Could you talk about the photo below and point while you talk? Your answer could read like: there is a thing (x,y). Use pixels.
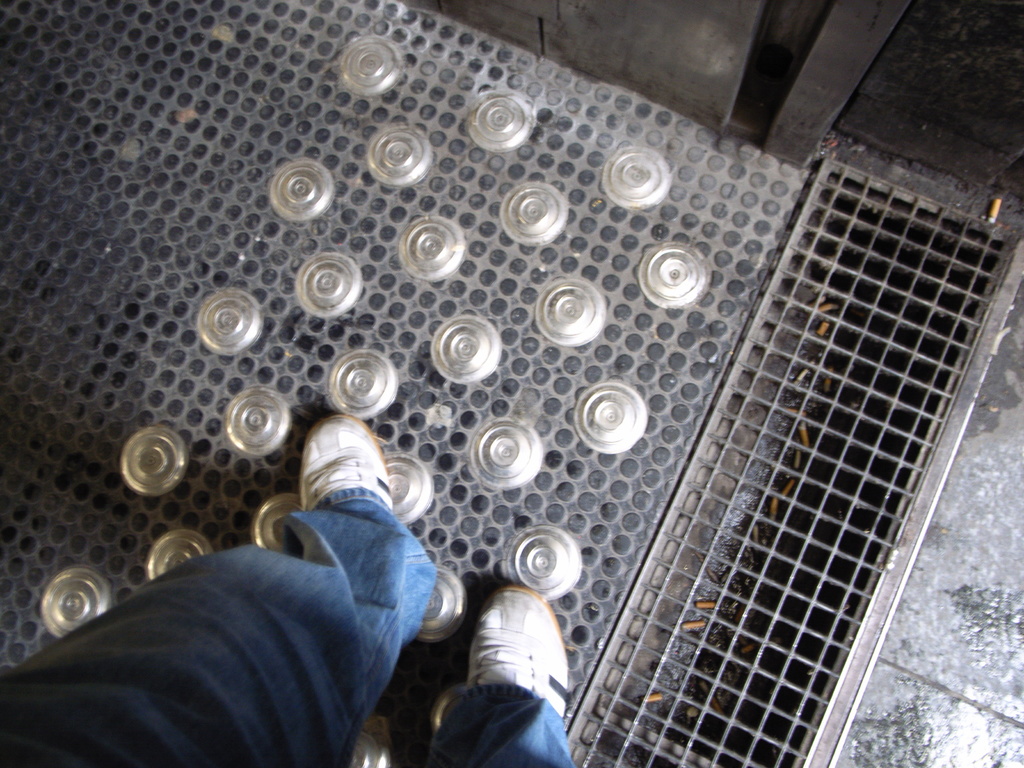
In this picture I can see a person (499,619) standing on the iron floor (513,348), and there is a mesh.
